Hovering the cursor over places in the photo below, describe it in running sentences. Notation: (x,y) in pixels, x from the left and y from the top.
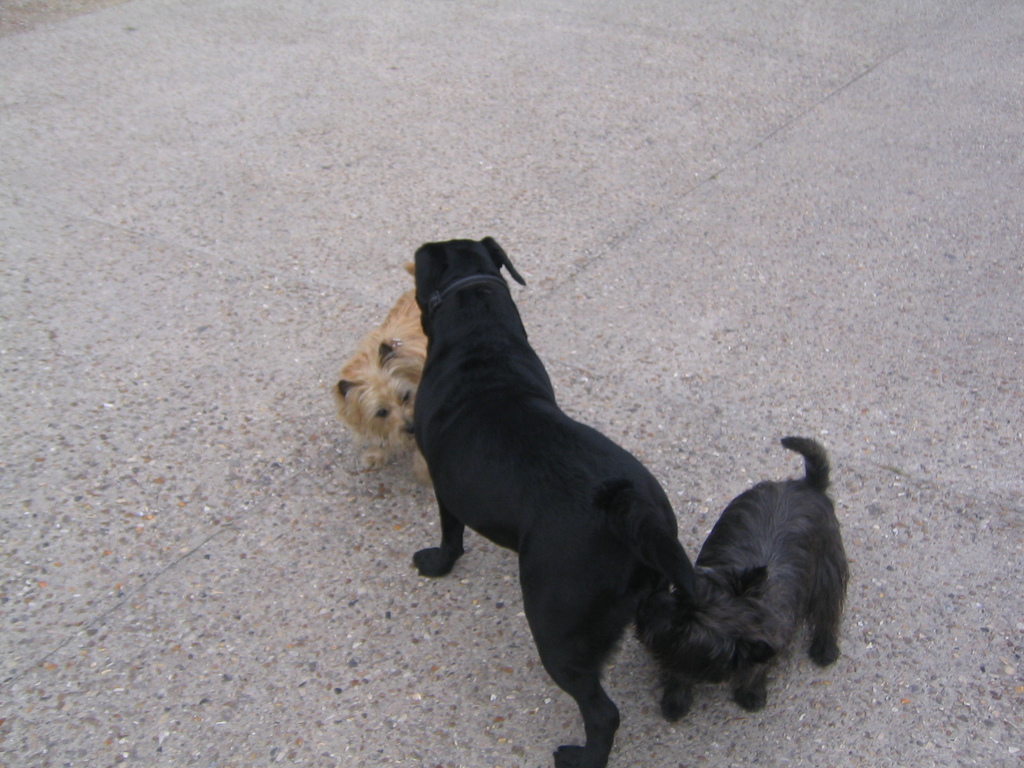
In the picture I can see three dogs (493,537) are standing on the ground (464,566), among them two dogs (622,539) are dark in color.
